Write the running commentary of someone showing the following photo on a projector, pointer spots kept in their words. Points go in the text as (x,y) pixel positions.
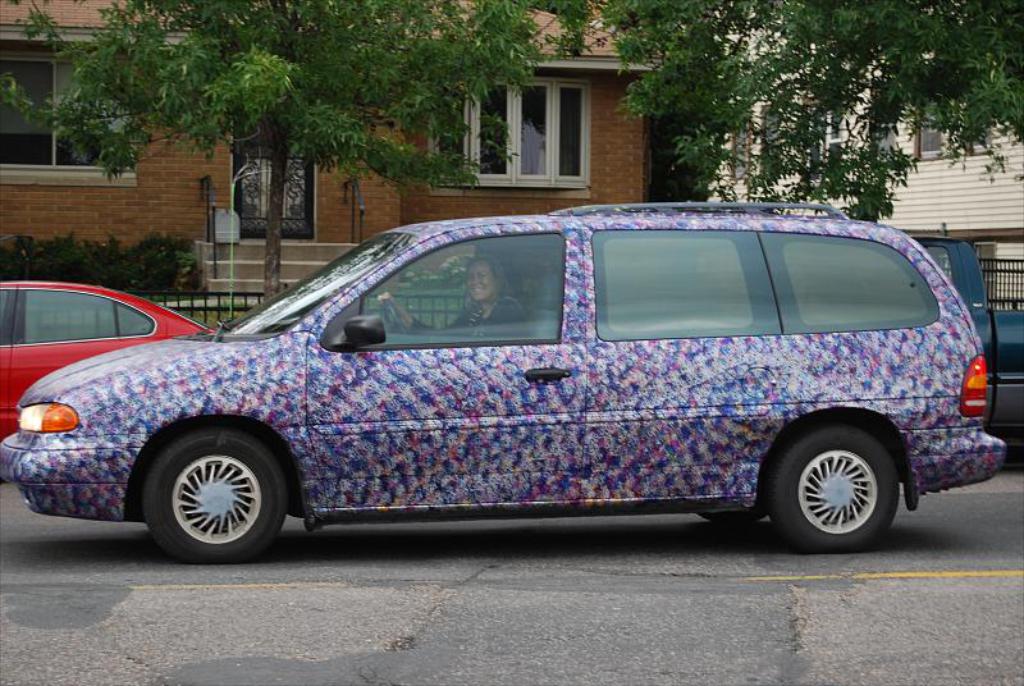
This picture might be taken from outside of the city. In this image, in the middle (651,397), we can see a car (564,487) moving on the road (951,609), in the car (705,426), we can see a woman (494,309) riding it. On the right side (935,2), we can see a vehicle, trees (966,70) and buildings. On the left side (27,357), we can also see a car (39,361). In the background (78,214), we can see metal grill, trees (994,152), building (120,207), door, glass window (85,161) and plants (134,255). At the bottom (566,605), we can see a road (272,595).
